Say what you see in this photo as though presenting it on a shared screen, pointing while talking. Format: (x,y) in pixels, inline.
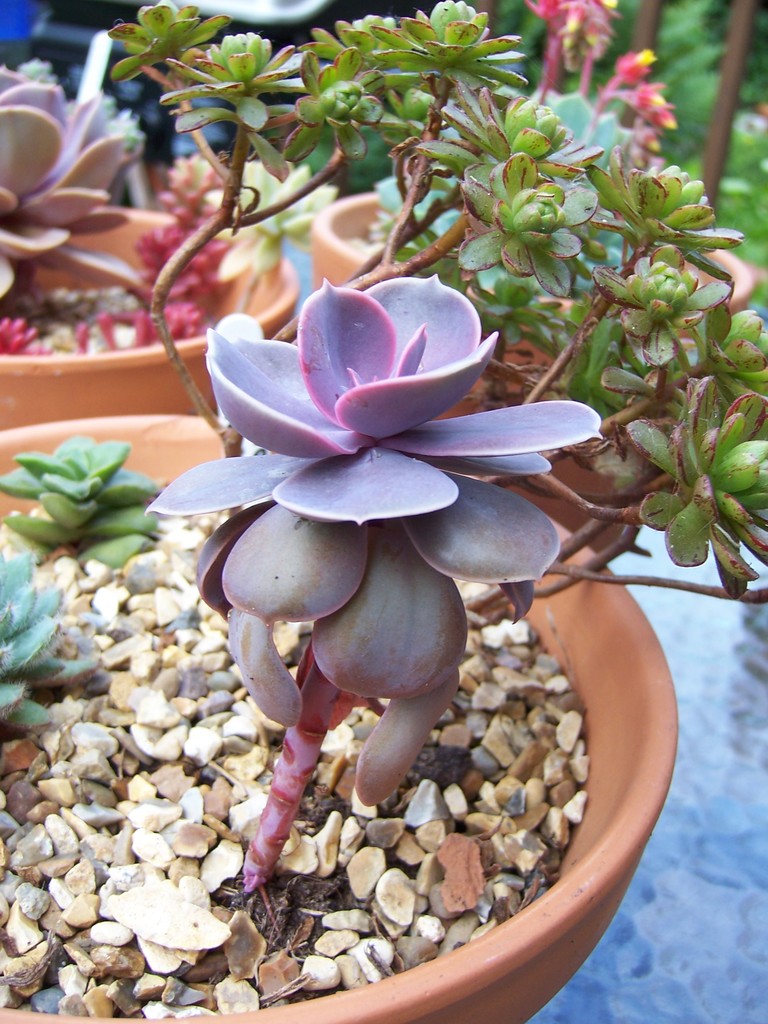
In this picture, i can see few plants (302,554) in the pots (318,1017) and few small stones (425,808).
